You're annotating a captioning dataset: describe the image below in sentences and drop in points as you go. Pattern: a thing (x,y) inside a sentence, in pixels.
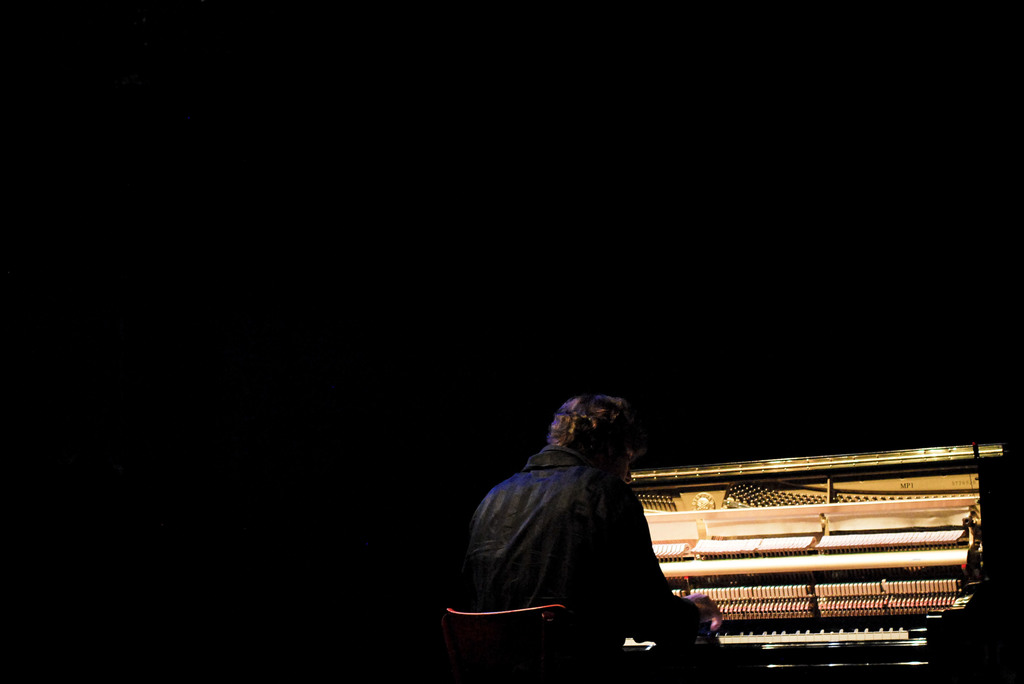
In this image there is a man (514,581) sitting in the chair (527,615) and playing a piano (822,460).
